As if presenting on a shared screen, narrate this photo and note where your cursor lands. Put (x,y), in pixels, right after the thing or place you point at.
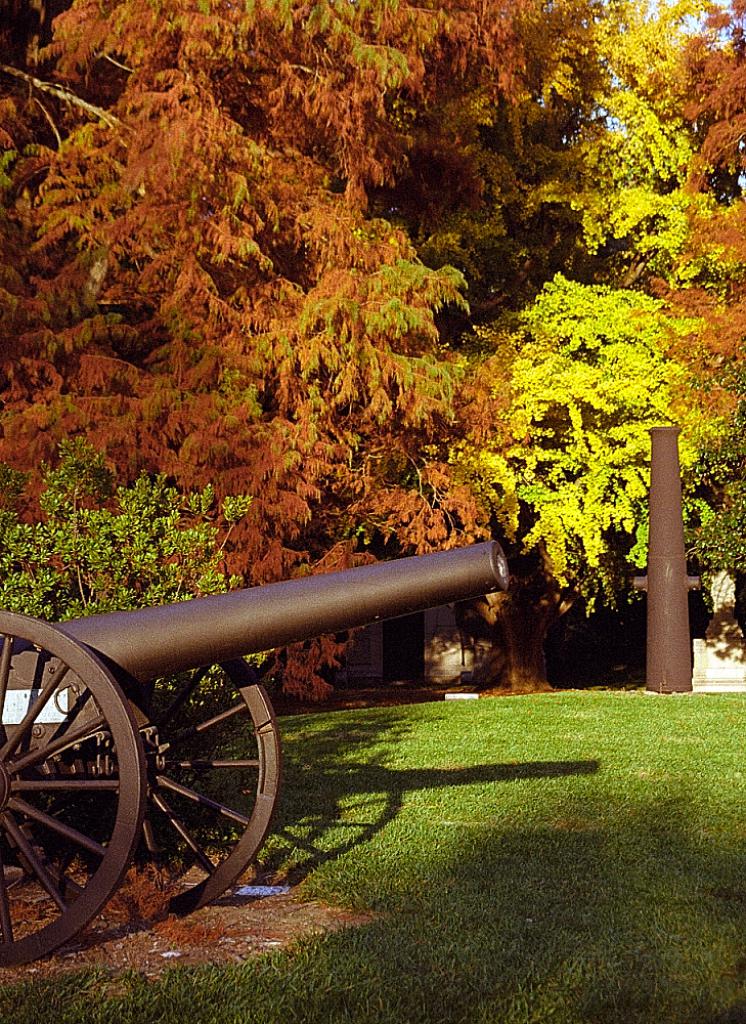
In the foreground of the picture (393,855) there are grass (519,853), cannon (122,716) and a plant (46,584). In the background (436,203) there are trees (395,313) and a pole (665,514). In the picture it is sunny.
